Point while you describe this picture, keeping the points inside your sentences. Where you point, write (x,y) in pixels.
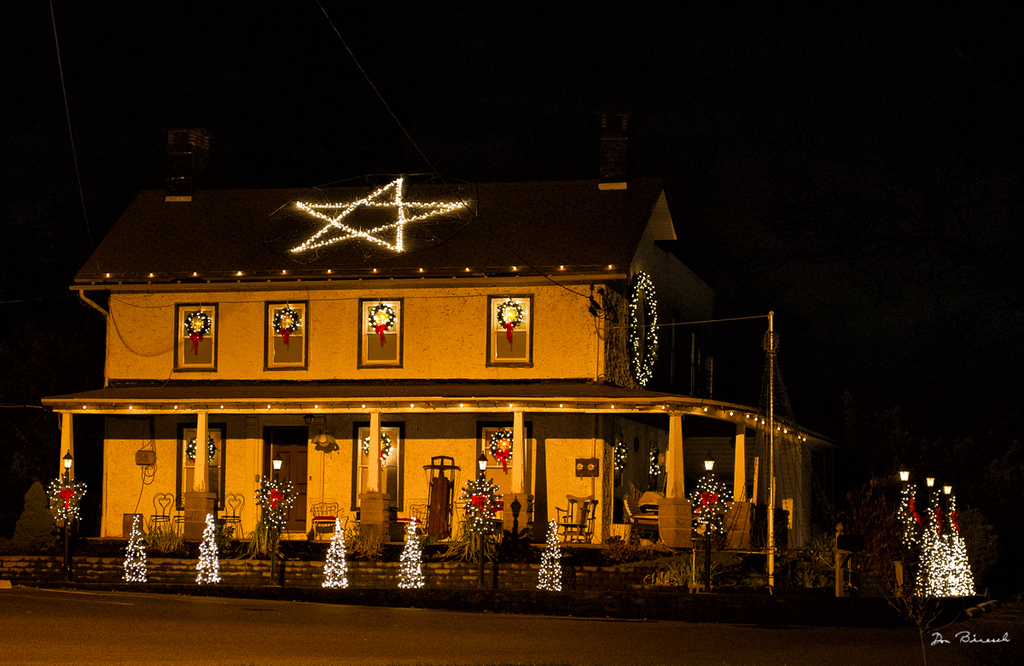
Here, we can see a house (176,367), there are some lights (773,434) on the house (256,395) and plants (932,576), there is a dark background (716,71).
